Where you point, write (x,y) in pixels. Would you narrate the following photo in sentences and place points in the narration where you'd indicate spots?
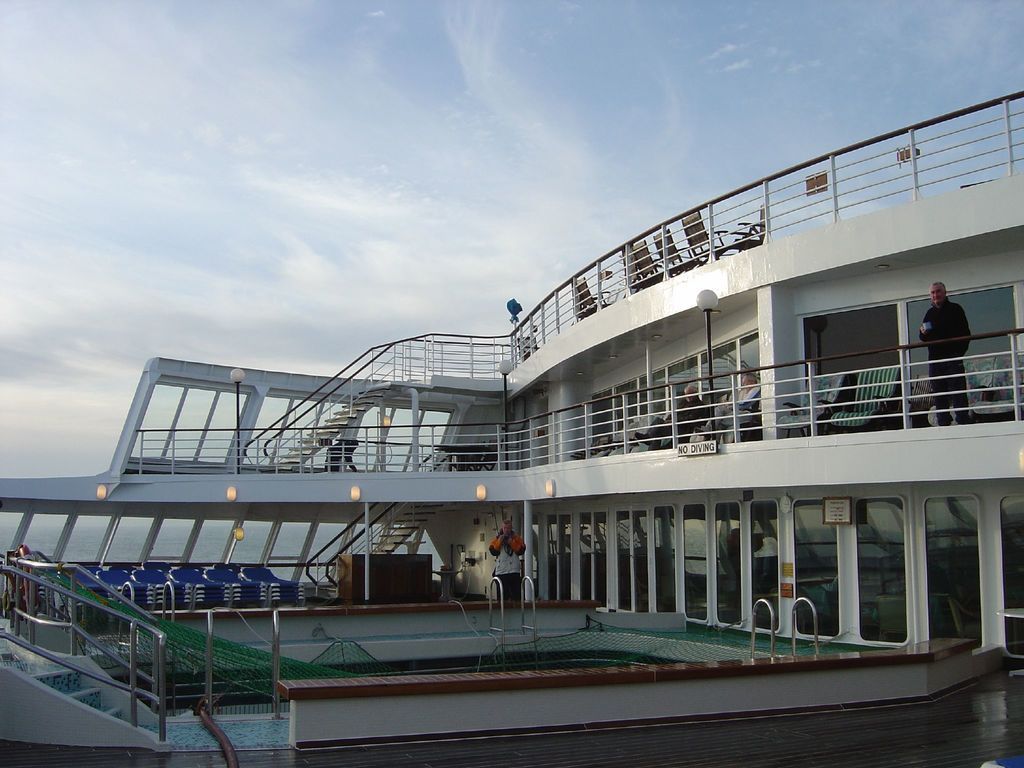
As we can see in the image there is a building (526,530), chairs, few people (506,567) here and there and there is a swimming pool (627,646). On the left side (65,684) there are stairs (53,677).
